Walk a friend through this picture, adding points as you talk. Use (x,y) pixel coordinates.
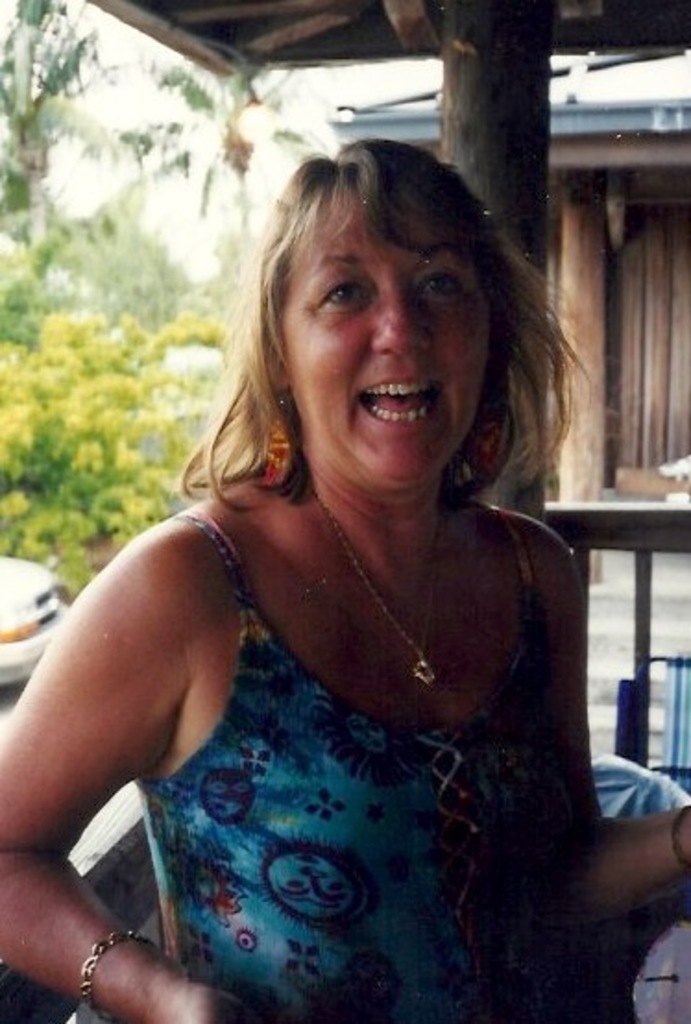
There is a woman (503,874) sitting on the chair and she is wearing blue dress (341,801), her expression is very excited and behind the woman (200,570) there are few trees (106,429) and a car (48,621) is parked beside the trees (126,373) and on the right side (597,140) behind the woman (390,414) there is a wooden hut (591,185).
